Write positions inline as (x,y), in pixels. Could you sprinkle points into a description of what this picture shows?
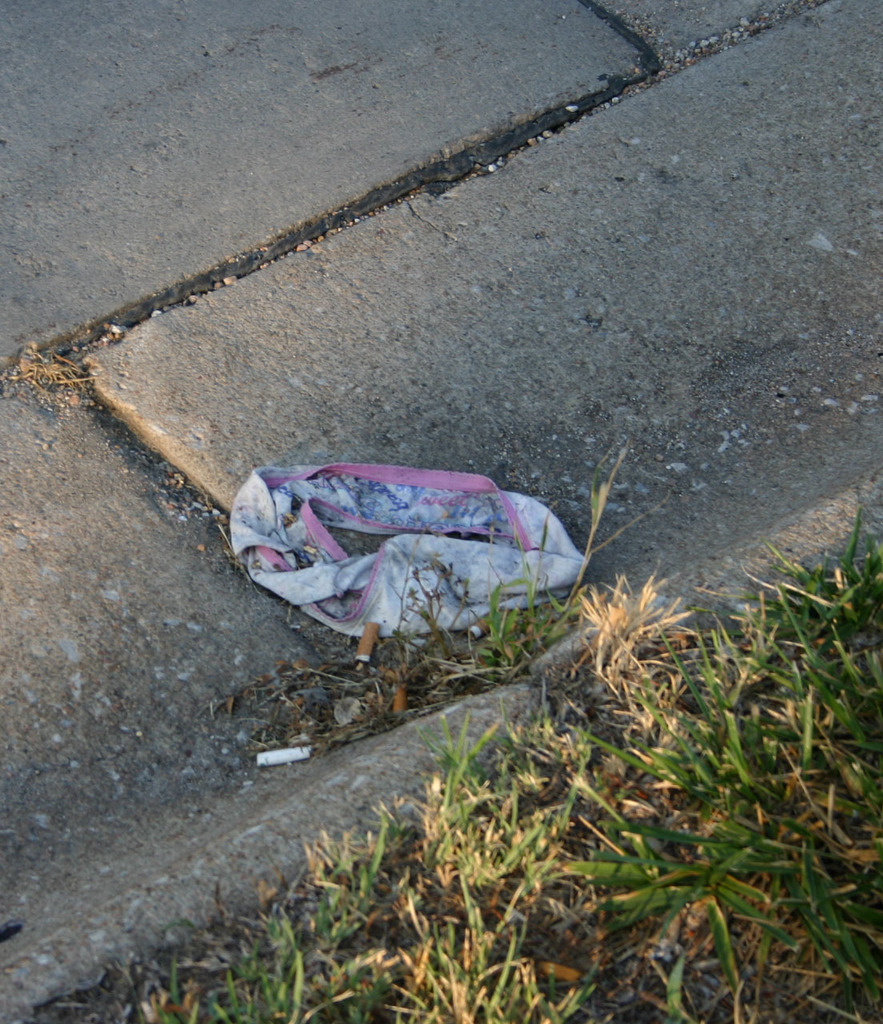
This image consists of a cloth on the road (554,646). At the bottom (611,928), there is green grass (568,903) on the ground (239,886). And we can see the cigarette butts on the ground (241,808).
